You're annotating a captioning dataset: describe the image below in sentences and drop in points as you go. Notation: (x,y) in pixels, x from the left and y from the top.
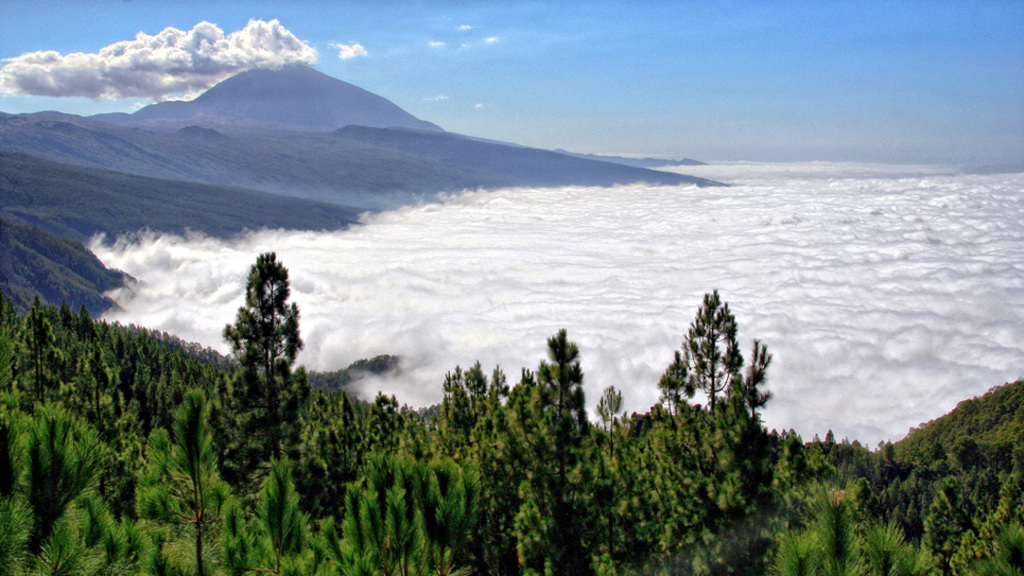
Here we can see trees (353,429), clouds (402,284), and a mountain (352,191). In the background (505,94) there is sky (739,55).
